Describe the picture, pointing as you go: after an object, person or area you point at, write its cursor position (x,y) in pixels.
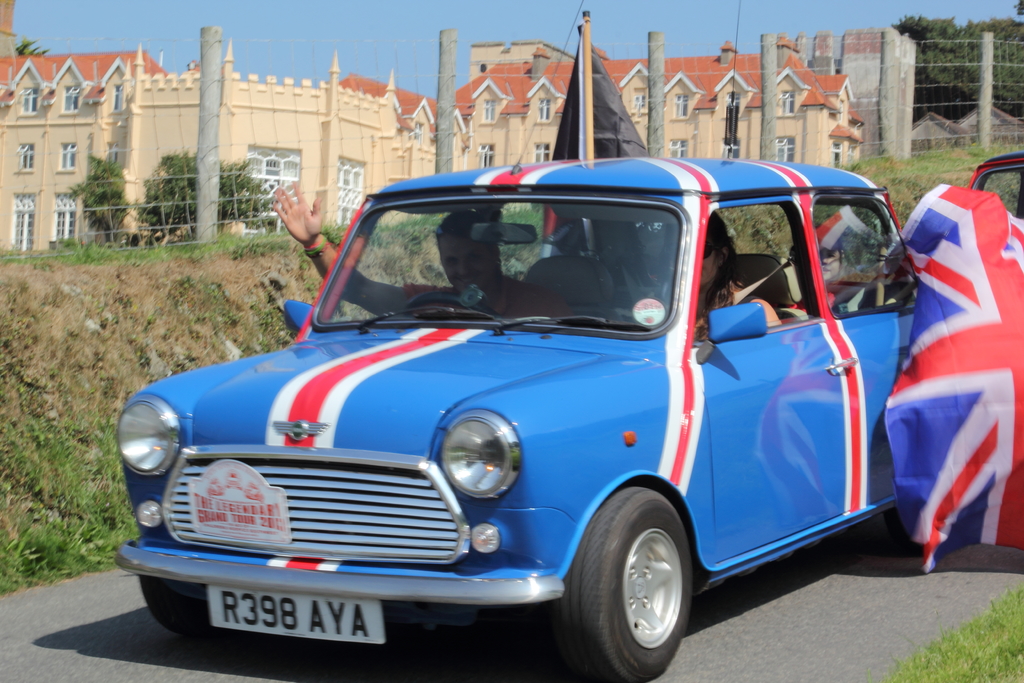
In front of the image there are people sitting in the car (505,528). There are flags (1017,466). Behind the car (671,206) there is another car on the road (183,673). At the bottom of the image (1016,661) there is grass (973,648) on the surface (982,655). In the background of the image (768,105) there is a wooden fence (652,121). There are trees (996,74), buildings (410,139). At the top of the image (430,18) there is sky (404,15).
